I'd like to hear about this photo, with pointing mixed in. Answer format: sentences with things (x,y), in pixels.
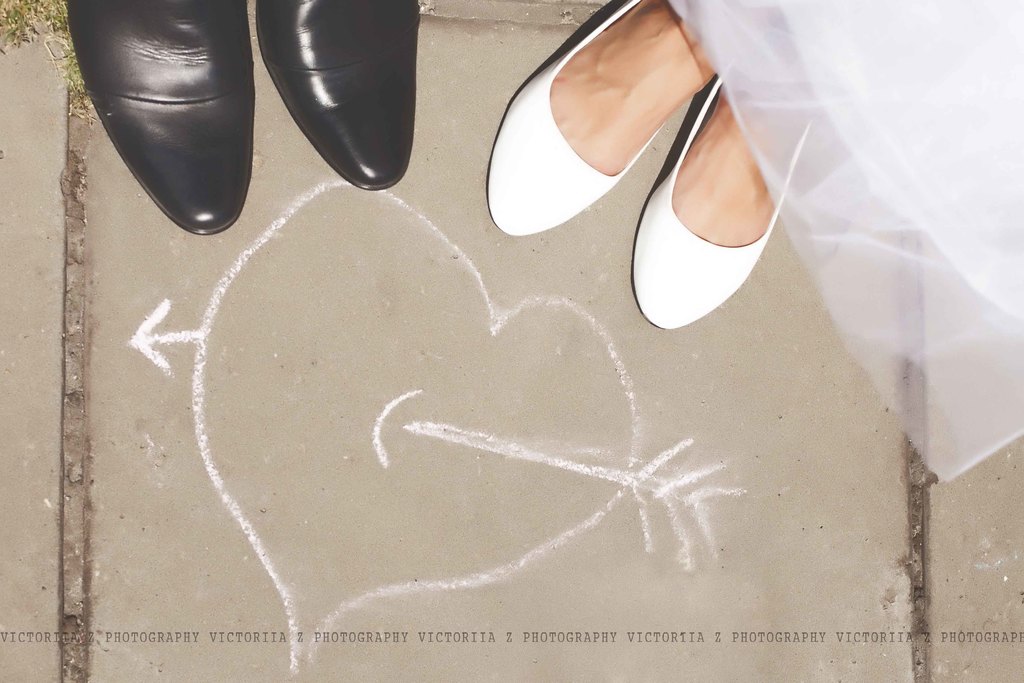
In this image we can see human legs (579,123) and frock (803,222) and grass (66,56) on the floor (334,421).
